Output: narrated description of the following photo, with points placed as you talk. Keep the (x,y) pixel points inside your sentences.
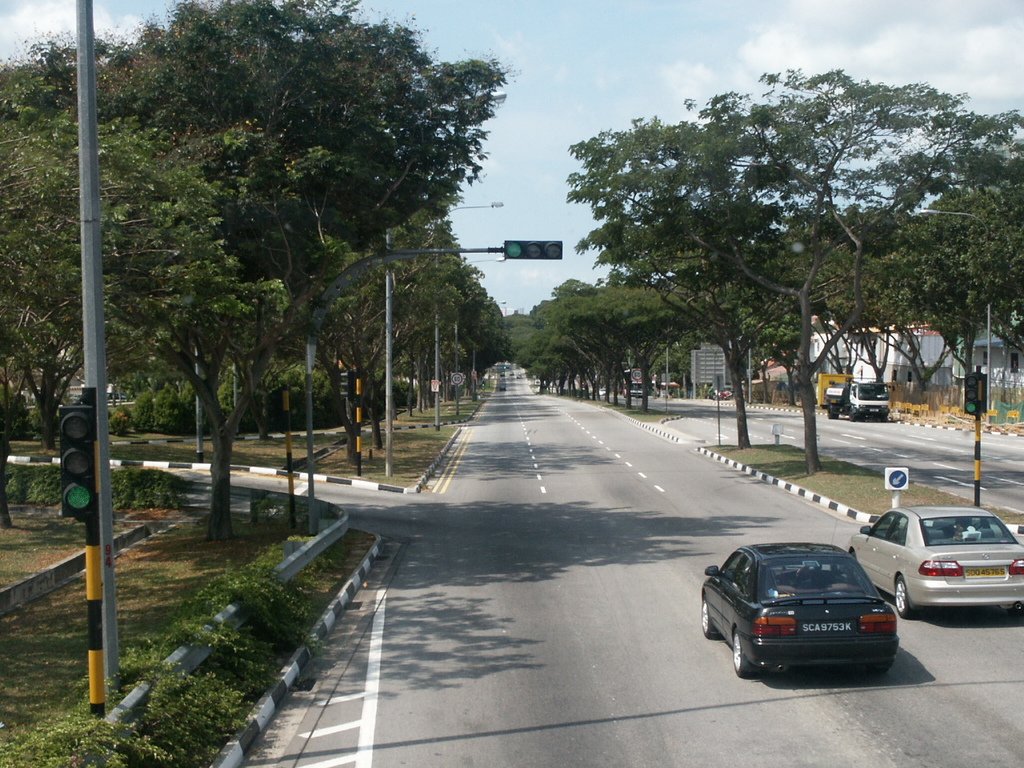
This image is taken outdoors. At the top of the image (544,149) there is the sky (568,94) with clouds (771,38). At the bottom of the image (536,712) there is a road (633,705) and there is a ground (14,709) with grass (23,700) on it. On the left (323,352) and right sides of the image there are many trees (207,337) with leaves (167,258), stems (221,455) and branches (877,372). There are few plants (239,695) on the ground (270,453). There are a few boards (699,353) with text (712,361) on them. There are a few signal lights (64,424) and there are a few poles (390,294) with street lights (489,205). On the right side of the image (841,630) two cars (841,630) are moving on the road (683,490) and a vehicle (845,382) is parked on the road (856,439).
